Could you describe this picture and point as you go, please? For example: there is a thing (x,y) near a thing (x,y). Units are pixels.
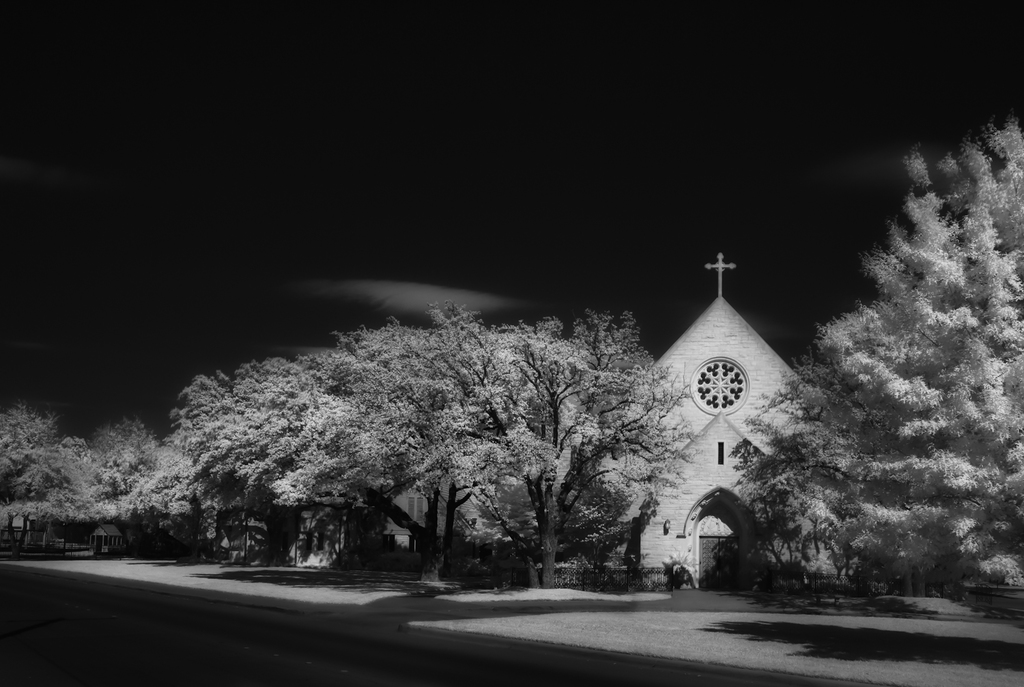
In this image, we can see so many trees (1002,555), houses (637,513) with walls (675,497). Here we can see doors (724,559) and windows (410,505). At the bottom (411,630), there is a road (389,640). Background (682,273) there is a dark view. Here we can see a holy cross (723,269) on the top of the house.
